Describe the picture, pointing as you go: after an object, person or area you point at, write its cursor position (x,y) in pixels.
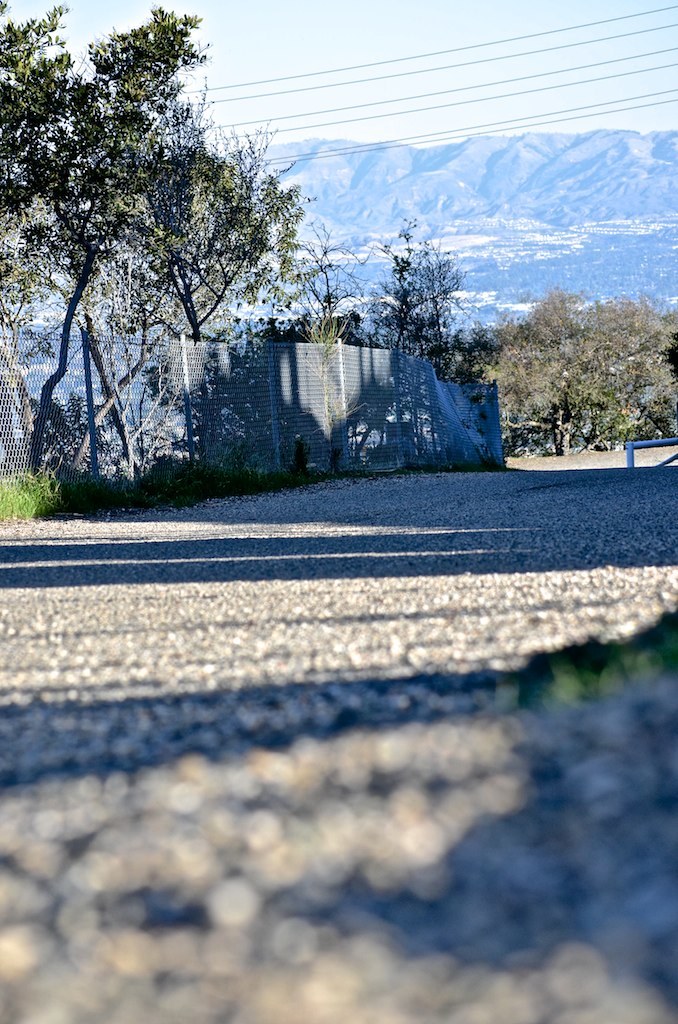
In this picture we can observe a road (427,542). There is a fence (284,394). We can observe some trees (484,343) here. In the background (495,228) there are hills (443,179) and a sky (354,72).
